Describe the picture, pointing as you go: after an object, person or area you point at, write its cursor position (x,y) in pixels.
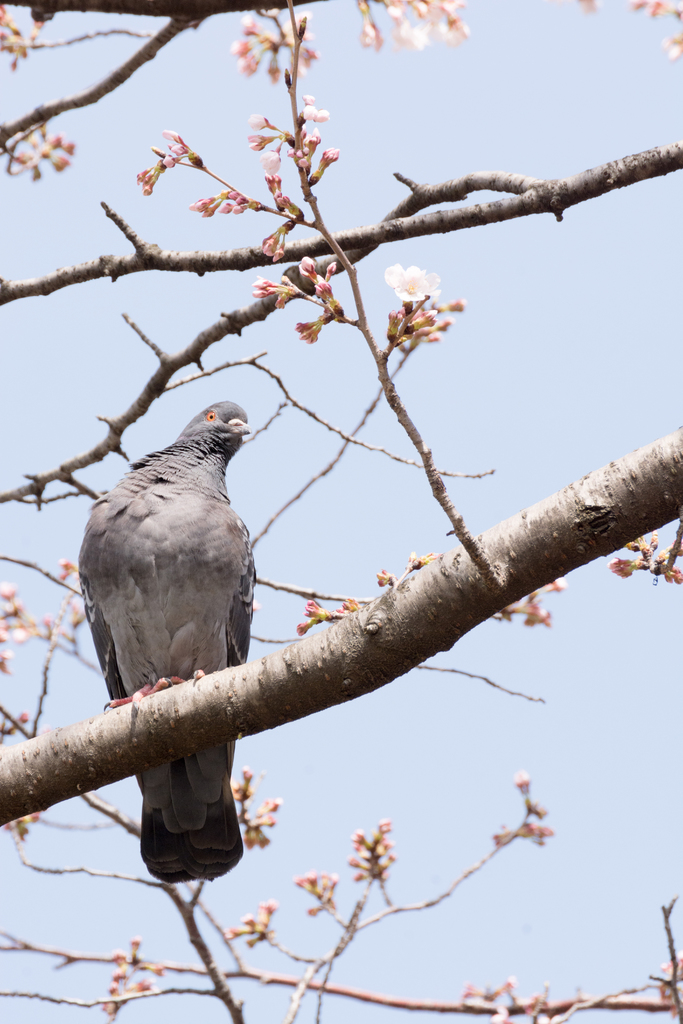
In this image there is a bird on the branch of a tree (653,538). In the background of the image (558,311) there is sky (562,306).
